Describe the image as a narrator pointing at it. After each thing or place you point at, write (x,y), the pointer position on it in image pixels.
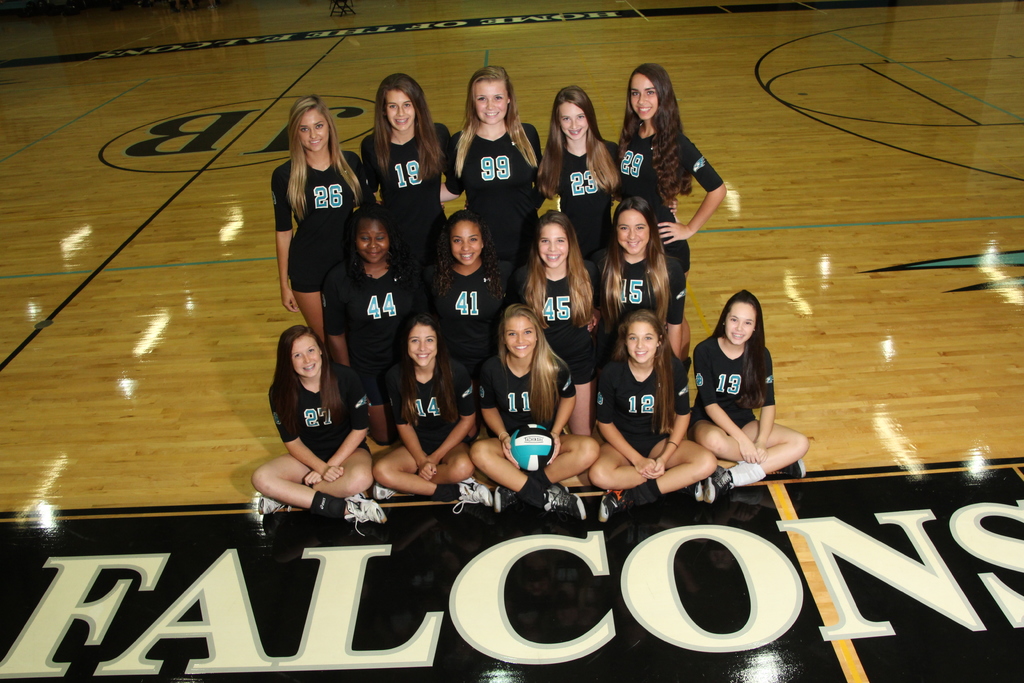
In this picture I can see there are a group of people (476,412) standing and they are smiling. They are wearing black jerseys (614,330) with some numbers (511,409) printed on it.
